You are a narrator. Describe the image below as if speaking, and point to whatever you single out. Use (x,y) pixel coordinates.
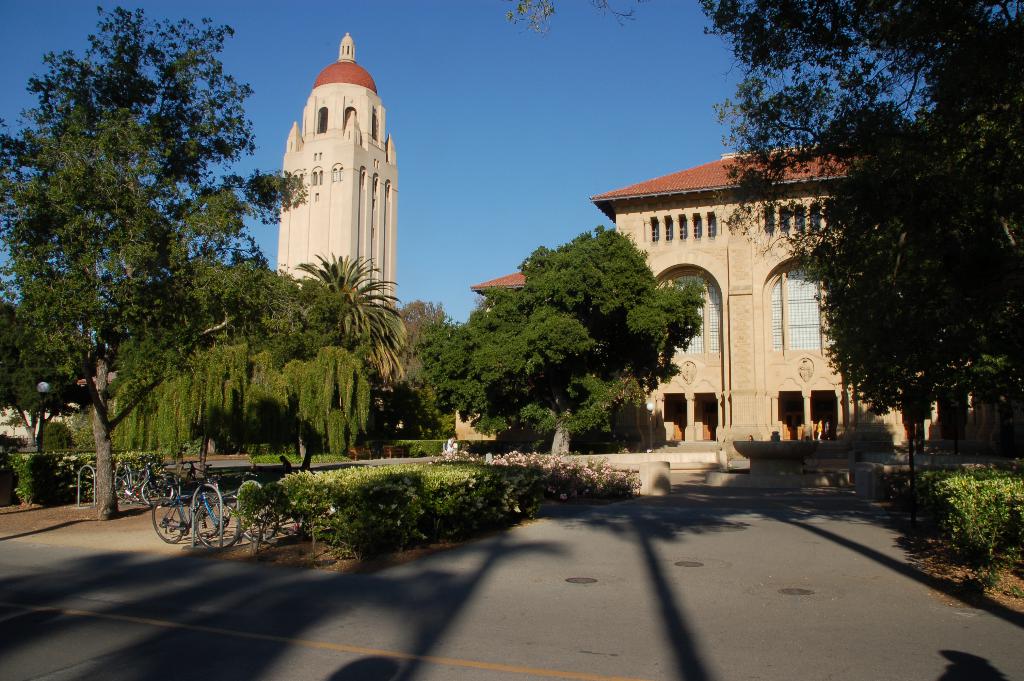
In the foreground of this image (556,565), there is a road (91,658). In the middle (406,381), there are trees (484,387), buildings (358,257), plants (379,487) and the bicycles (174,515). At the top (561,104), there is the sky (526,111).
